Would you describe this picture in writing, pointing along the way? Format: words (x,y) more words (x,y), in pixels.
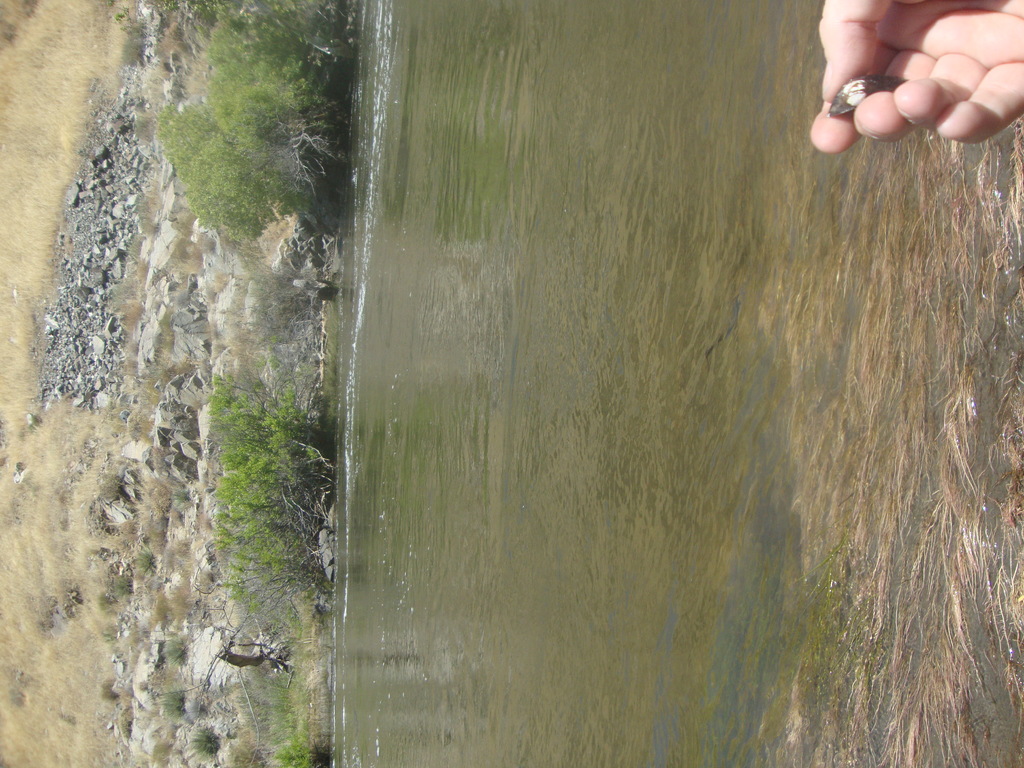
In this image I can see the water (584,431) in front (797,5) and on the right top of this picture (936,62) I can see a person's hand (838,83) holding a brown color thing (878,90). On the left side of this picture (148,291) I can see the plants (262,312), grass (41,72) and the rocks (101,386).
